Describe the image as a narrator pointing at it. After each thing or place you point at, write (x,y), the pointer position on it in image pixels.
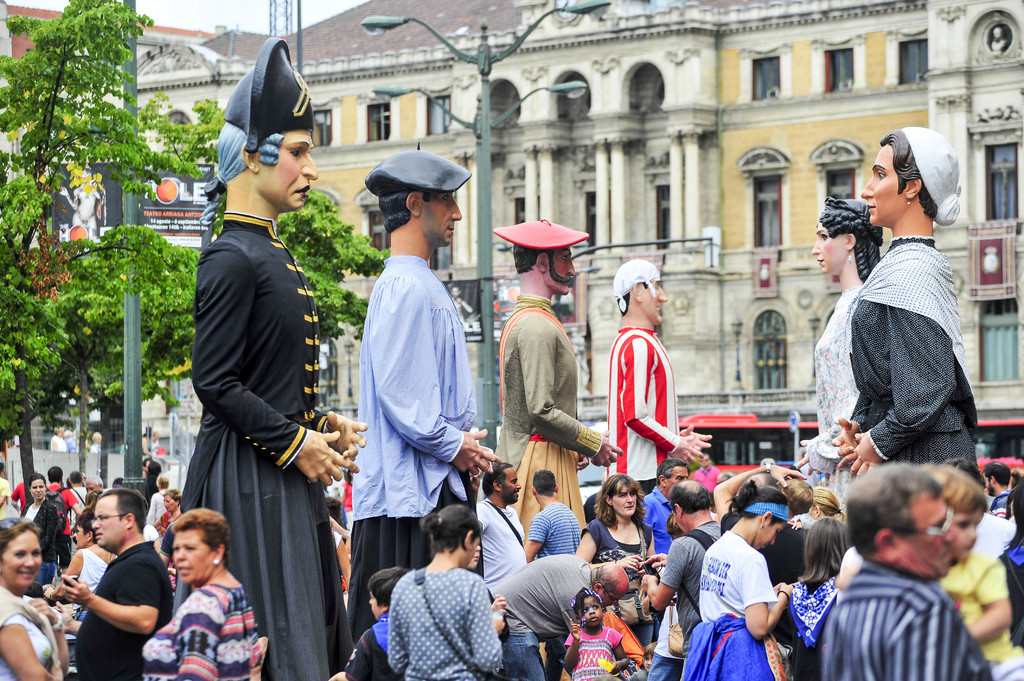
In this image we can see the buildings (721,134). And we can see the trees (77,171), poles (128,68). And we can see the street lights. And we can see the statues (472,486). And we can see some people (712,580) near the statues (233,238). And we can see the board (91,238) with some text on it.
